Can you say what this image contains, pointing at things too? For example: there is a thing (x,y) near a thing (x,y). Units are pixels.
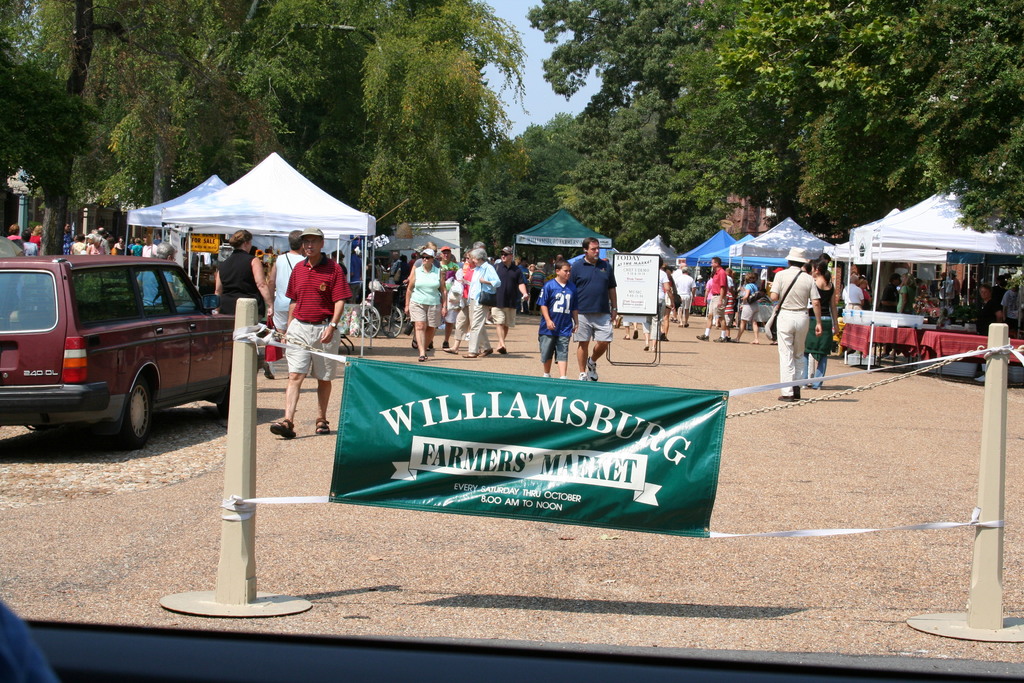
In this picture we can see a banner (492,404), poles (243,375), chain (920,370), car (209,367), tents (793,238), tables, wheelchair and a group of people (506,284) walking on the ground (736,362) and some objects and in the background (565,97) we can see trees (615,131), sky (535,43).
